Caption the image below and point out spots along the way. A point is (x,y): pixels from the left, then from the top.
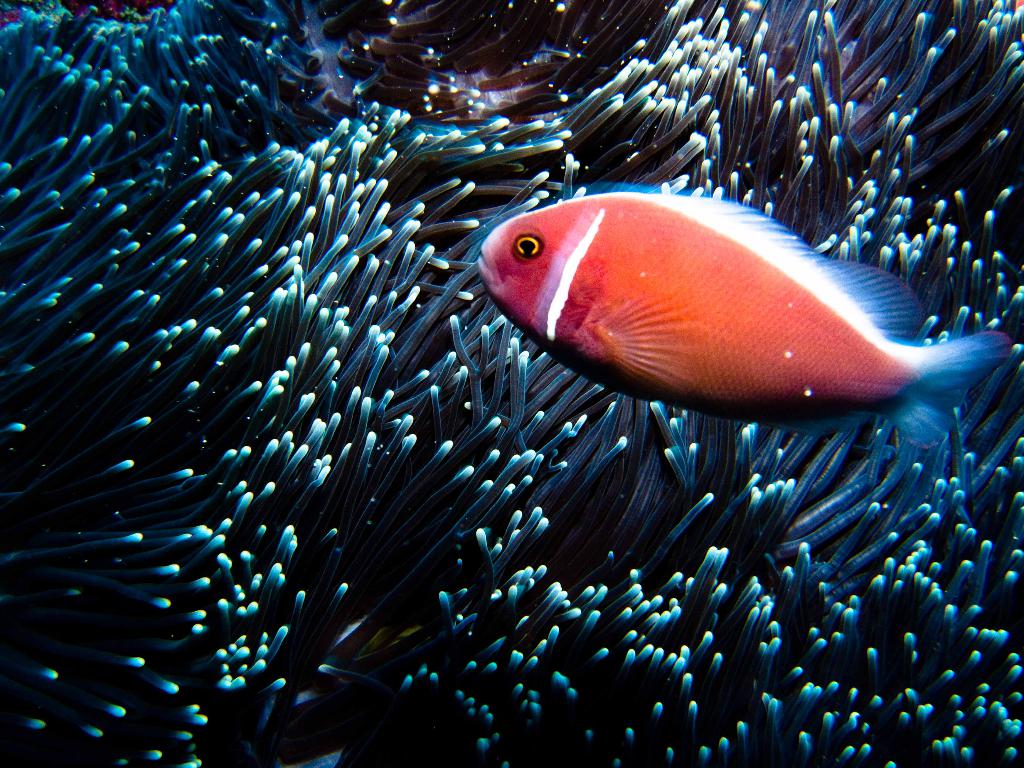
In the picture we can see a deep in the water (845,611) with water plants (903,601) and a fish (554,270) which is orange in color with a white color line (574,265) on it.
